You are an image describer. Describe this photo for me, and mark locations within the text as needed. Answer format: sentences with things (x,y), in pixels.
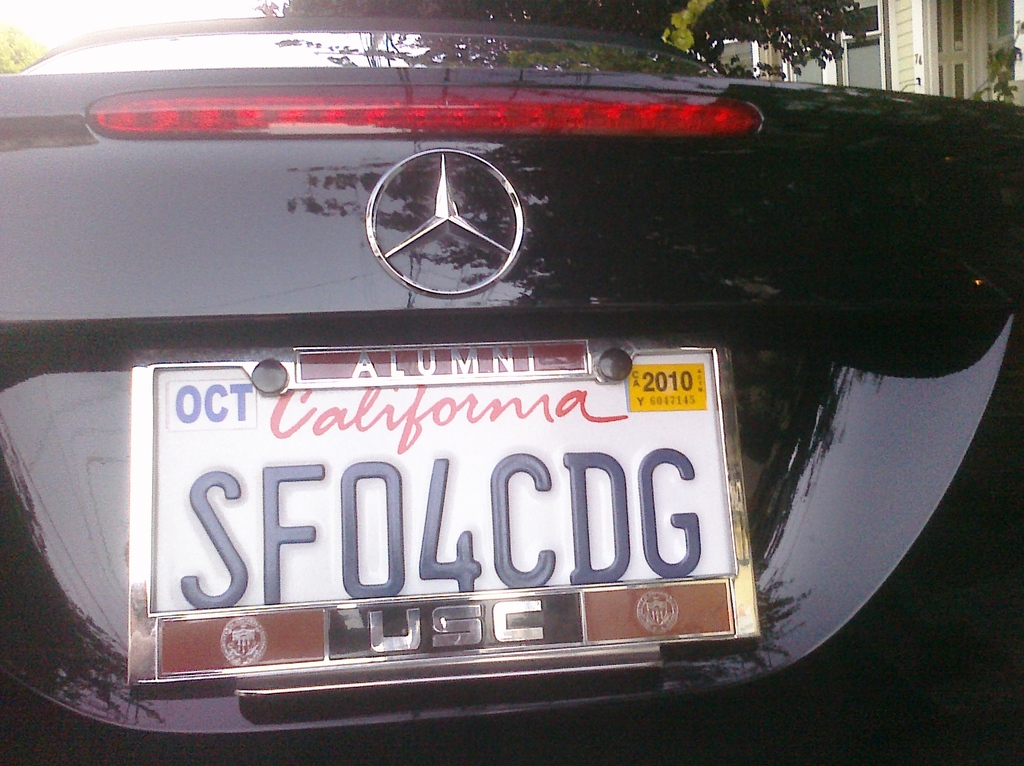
In the center of the image (401,294) we can see a car (513,381). On the car (456,296) we can see a logo (485,281), board (501,469). On the board (498,524) we can see the text (343,559). At the top of the image (664,35) we can see the trees (823,40), windows (842,39), wall (919,51) and sky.
